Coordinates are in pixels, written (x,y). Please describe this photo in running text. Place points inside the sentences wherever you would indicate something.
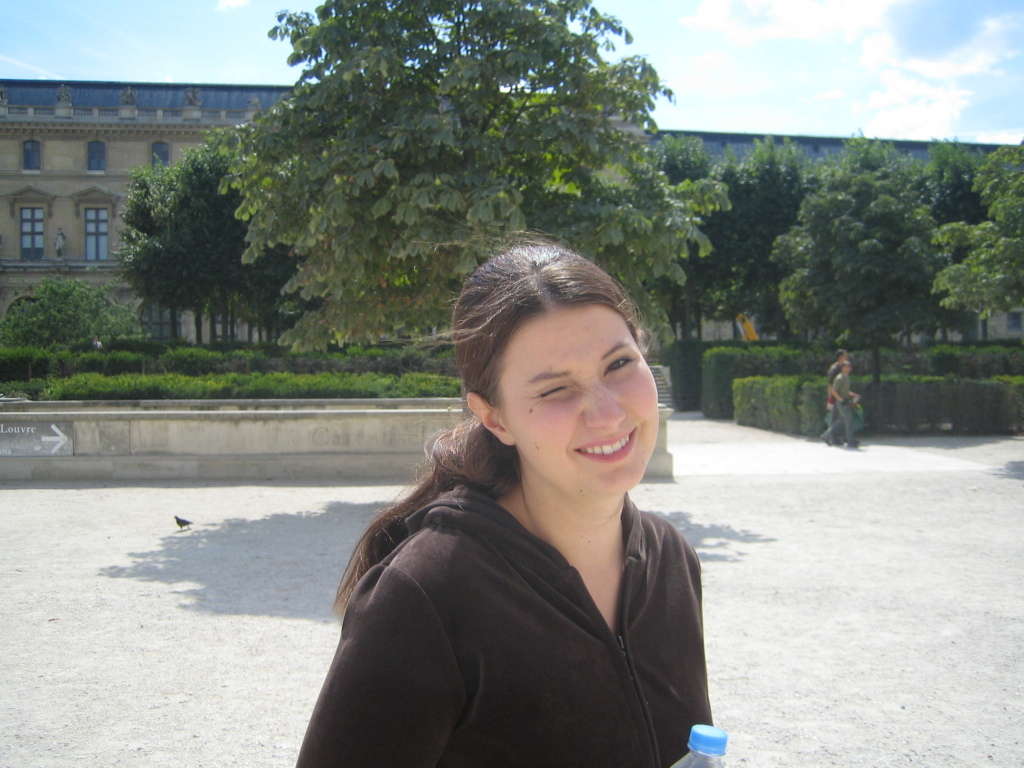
In this image in the front (537,565) there is a woman (511,598) smiling. In the background (414,258) there are trees (689,266) and there are persons (849,388) walking and there is a building (79,223) and the sky (759,89) is cloudy and there are plants (323,354).
